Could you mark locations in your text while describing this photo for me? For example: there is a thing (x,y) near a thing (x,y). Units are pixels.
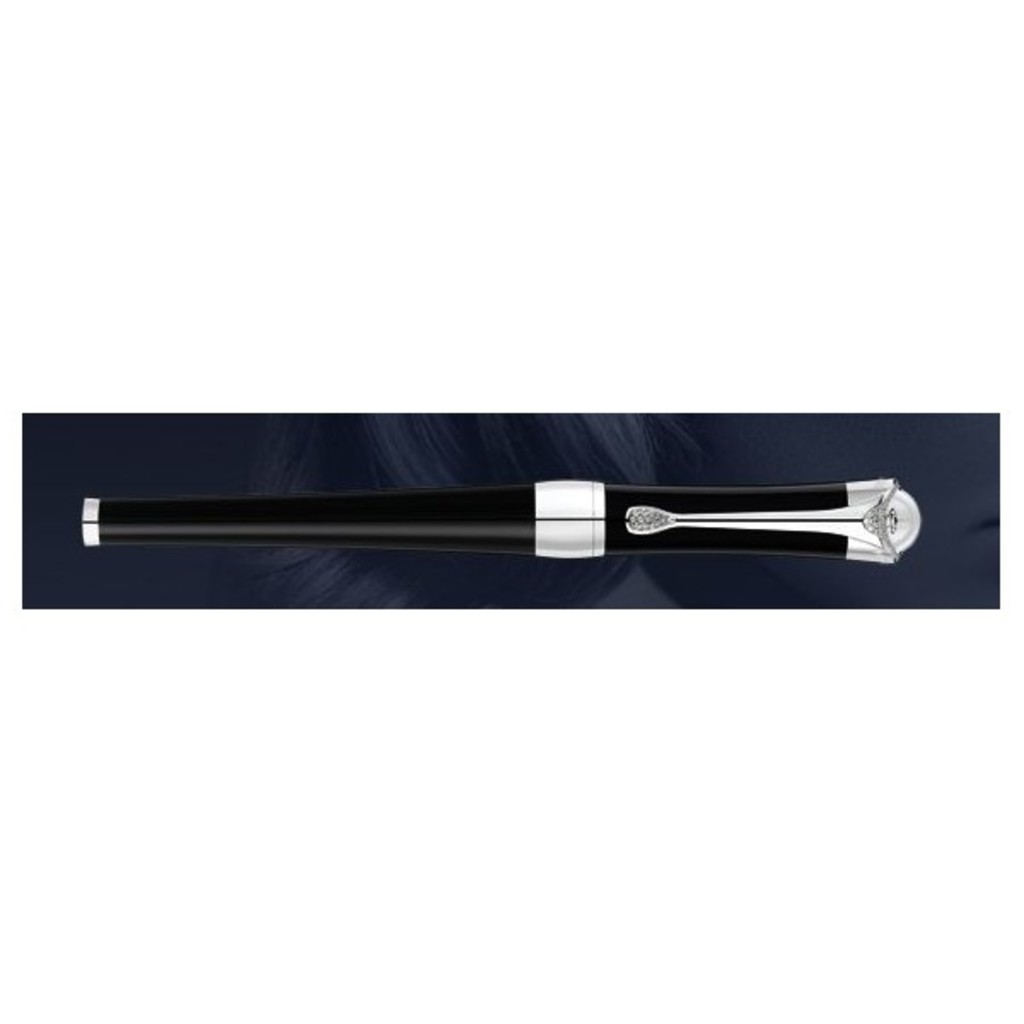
In this image there is a pen (650,503).
